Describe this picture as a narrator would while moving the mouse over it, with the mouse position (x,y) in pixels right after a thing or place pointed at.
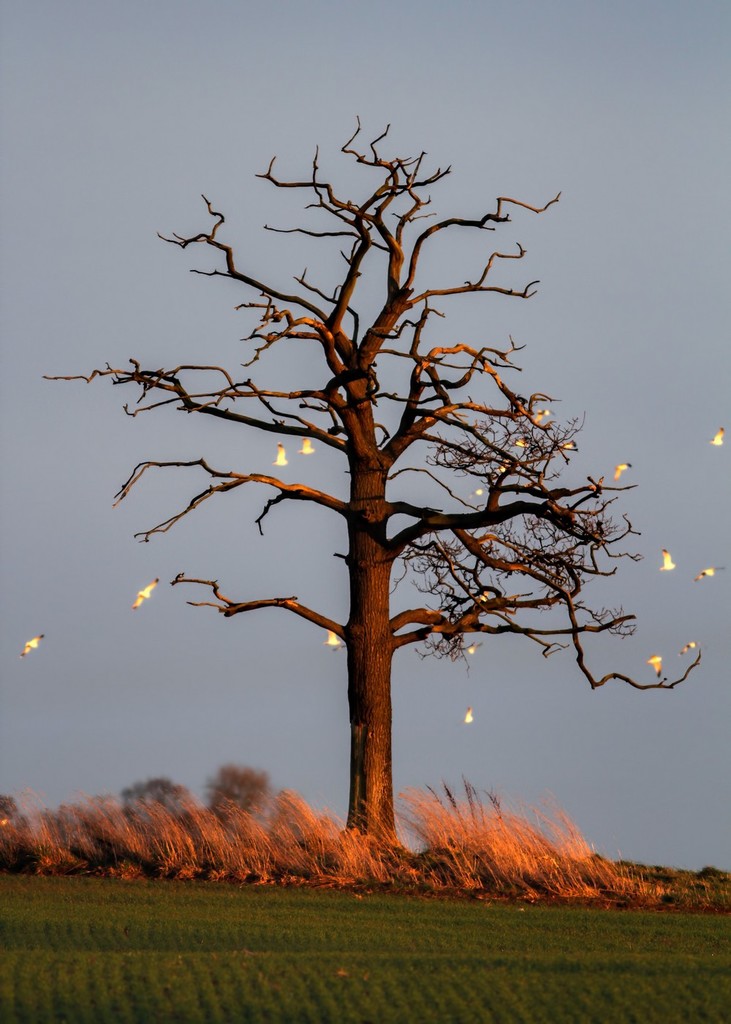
This image consists of a tree (193,409) along with the birds (336,636). At the bottom (431,822), there are dried plants (437,863). And there's grass (358,993) on the ground (210,992). In the background (207,657), there is sky (690,580).
